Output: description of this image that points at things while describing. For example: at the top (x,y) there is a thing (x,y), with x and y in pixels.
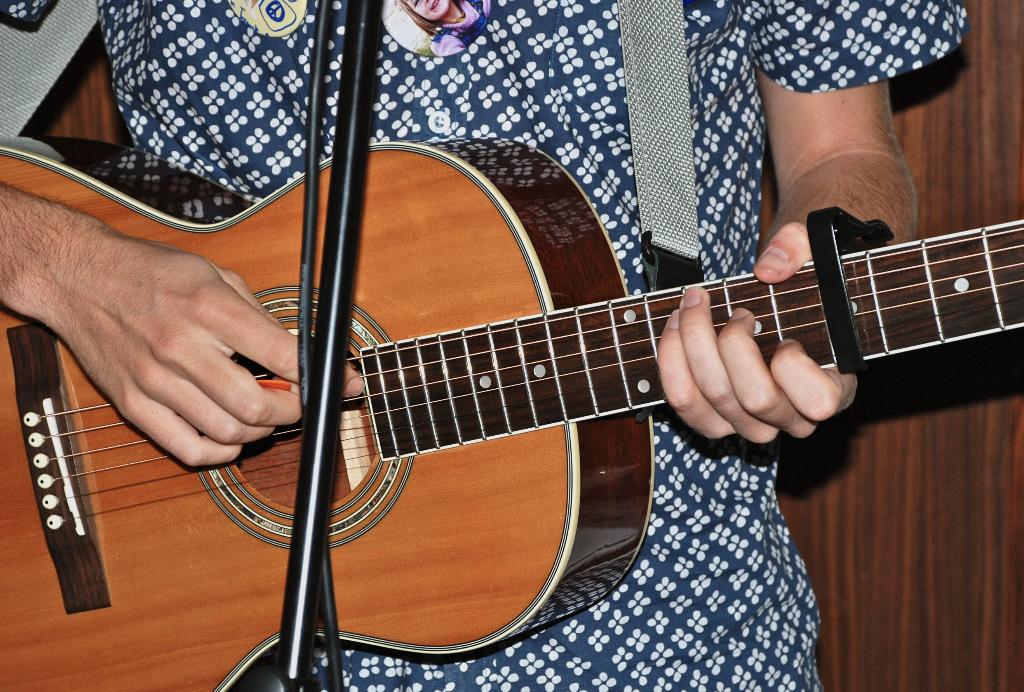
In the image there is a man (718,483) playing a guitar (442,431).
